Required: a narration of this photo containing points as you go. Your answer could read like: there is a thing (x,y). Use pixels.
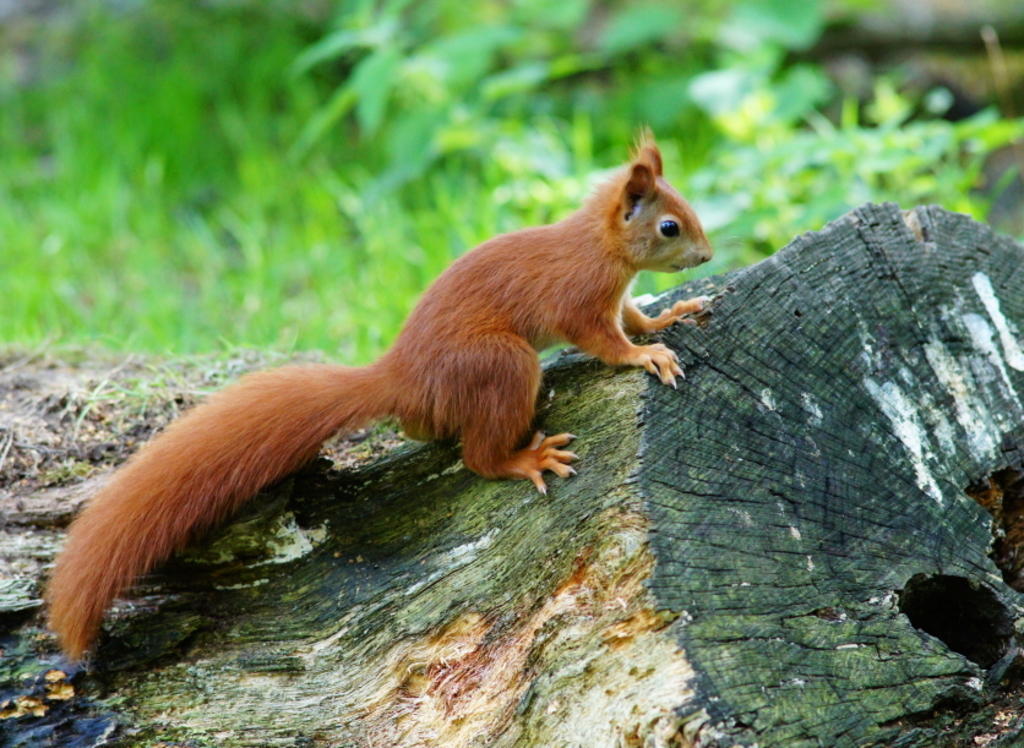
This picture is clicked outside. In the center (475,428) we can see an animal (529,343) on a wooden object (718,544). In the background (936,145) we can see the green grass (85,199) and some other objects (890,66).
